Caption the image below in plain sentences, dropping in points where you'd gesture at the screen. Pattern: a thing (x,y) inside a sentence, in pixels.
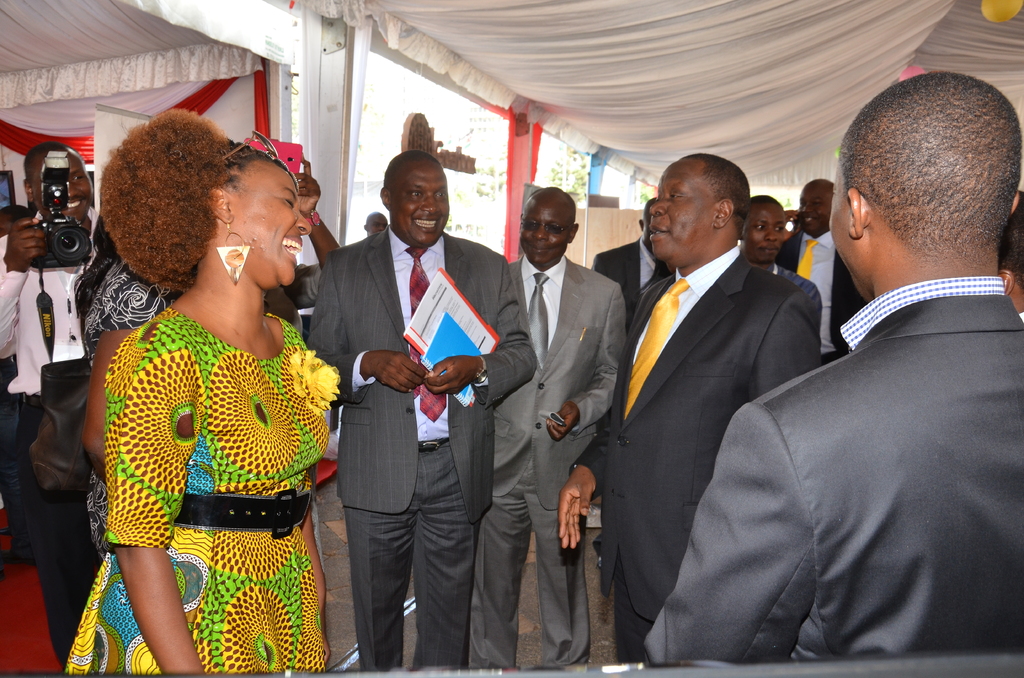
In this image I can see many people (600,303) are standing under the tent (576,81) and smiling. A man (379,333) is holding books (443,344) in the hand (464,356). On the left side (43,324) there is a man (30,310) holding a camera (53,236) in the hand (32,223).
